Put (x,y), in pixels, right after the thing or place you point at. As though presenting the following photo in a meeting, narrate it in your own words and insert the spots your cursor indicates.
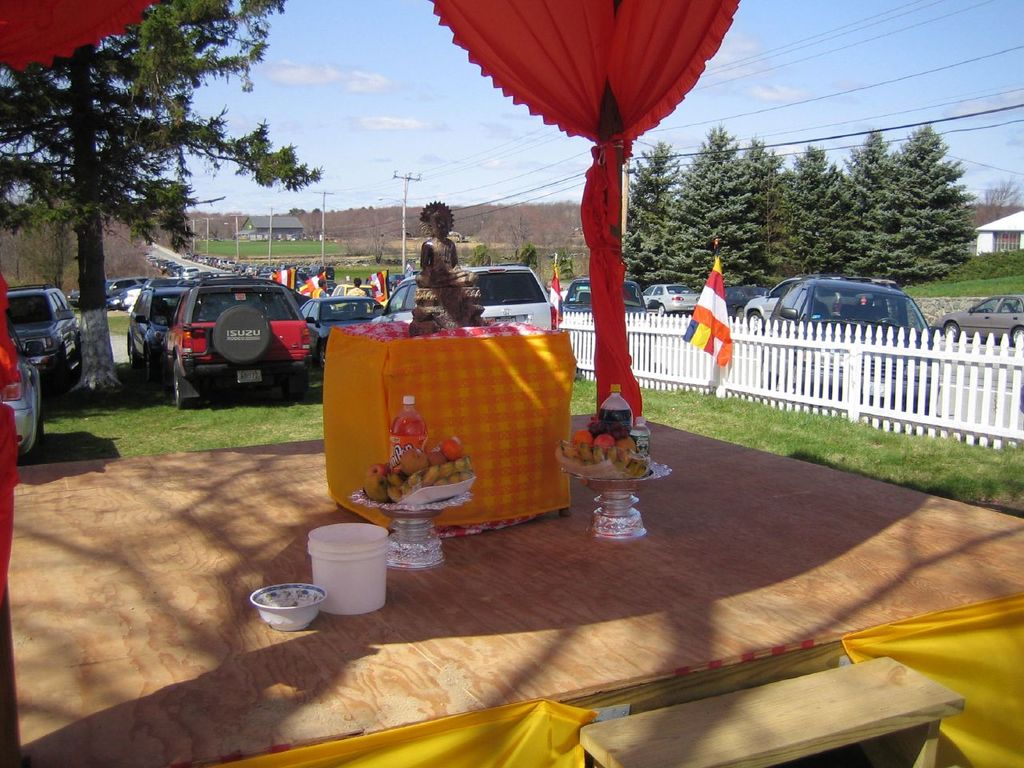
In this image there is a table (461,376) in the middle (479,476). On the table (491,494) there is a sculpture (428,241). At the bottom (407,521) there is a bowl (452,493) in which there are fruits (446,455) and a bottles (647,443). In the background (237,271) there are so many cars (226,295) parked on the ground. On the right side (762,355) there is a wooden fence (808,359) to which there are flags (701,332). Beside the fence (751,328) there are few other cars (850,320) on the road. At the top (380,48) there is the sky (361,42). On the stage (280,645) there is a bowl (317,596) and a bucket (364,573). At the bottom (717,705) there are steps (766,712), Beside the steps (870,695) there are curtains (989,681). There are electric poles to which there are wires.
